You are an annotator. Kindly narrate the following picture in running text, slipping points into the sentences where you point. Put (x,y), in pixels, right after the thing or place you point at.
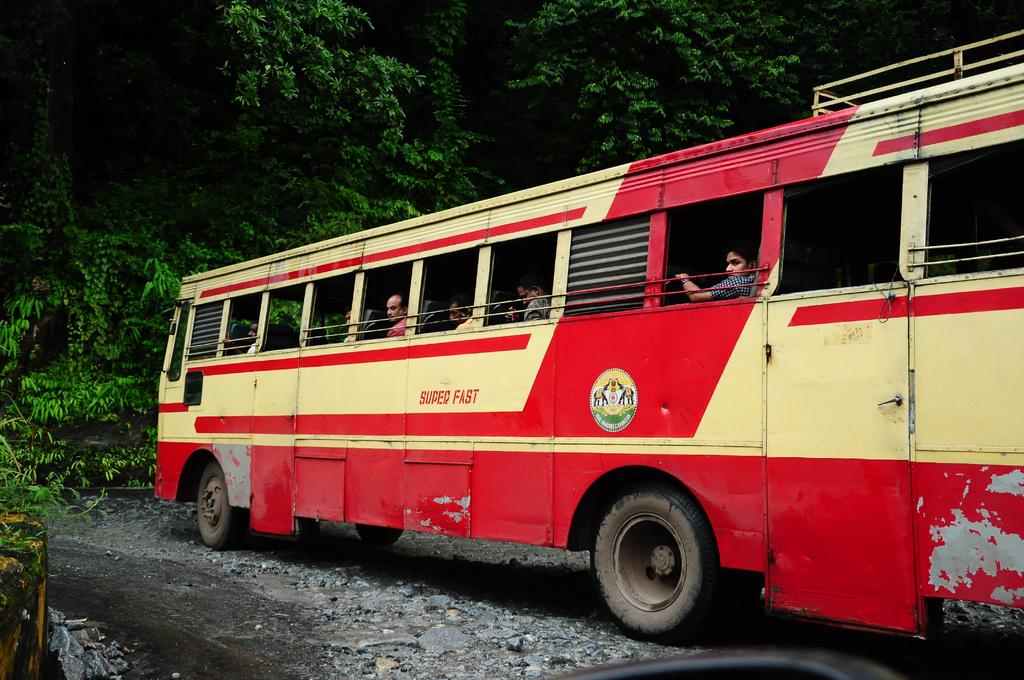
In this image there is one bus (735,424) in middle of this image (539,391) and there are some trees (320,210) in the background (146,239) and there are some persons (686,285) sitting inside this bus (515,328) and there are some stones (381,584) at bottom of this image (498,612).
